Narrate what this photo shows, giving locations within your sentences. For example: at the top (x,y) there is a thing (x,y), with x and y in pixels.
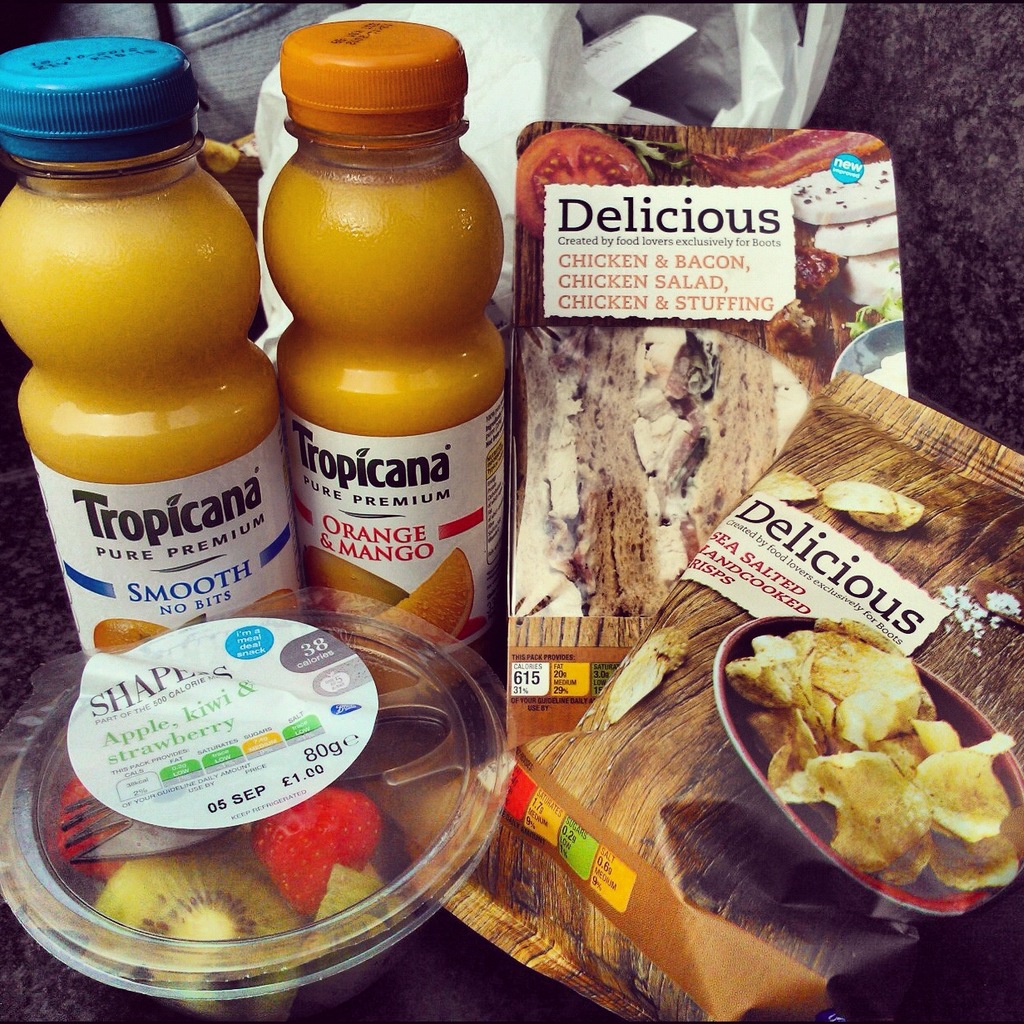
This picture is mainly highlighted with a preservative juice drinks (432,477), food packets (716,631) and a bowl (55,797) of fruits (331,913). This is a carry bag (656,74) in white colour.
